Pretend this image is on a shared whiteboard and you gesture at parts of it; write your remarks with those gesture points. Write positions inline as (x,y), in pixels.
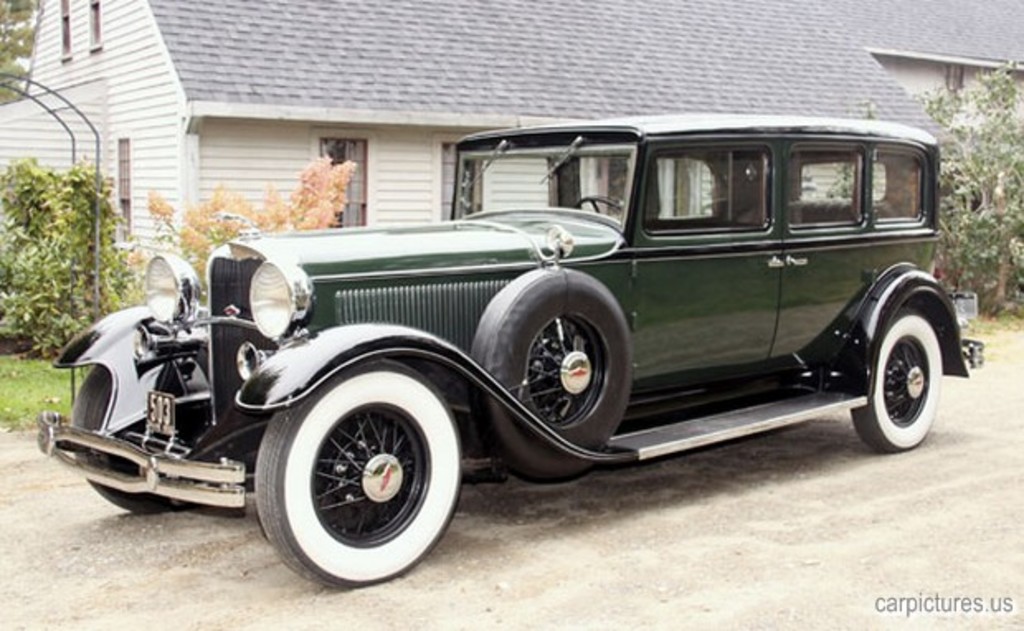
In this image I can see a car (700,284) which is green, black and white in color on the ground (636,494). In the background (1001,167) I can see few trees (1,259), a house (321,90) which is white and grey in color, few flowers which are pink in color and few metal rods (99,222).
